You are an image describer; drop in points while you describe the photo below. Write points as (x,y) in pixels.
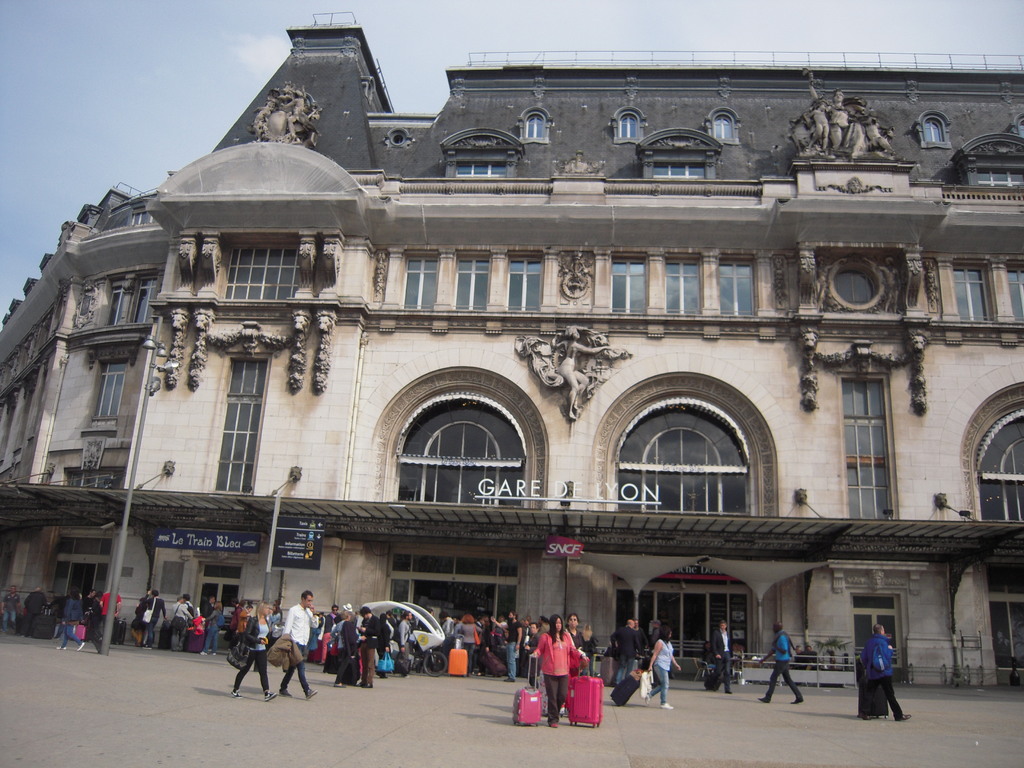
In the image there are many people (338,672) walking on the road (648,738) and behind them there is a building (289,259) with many windows (861,280) and doors (478,581) and above its sky (255,11).
